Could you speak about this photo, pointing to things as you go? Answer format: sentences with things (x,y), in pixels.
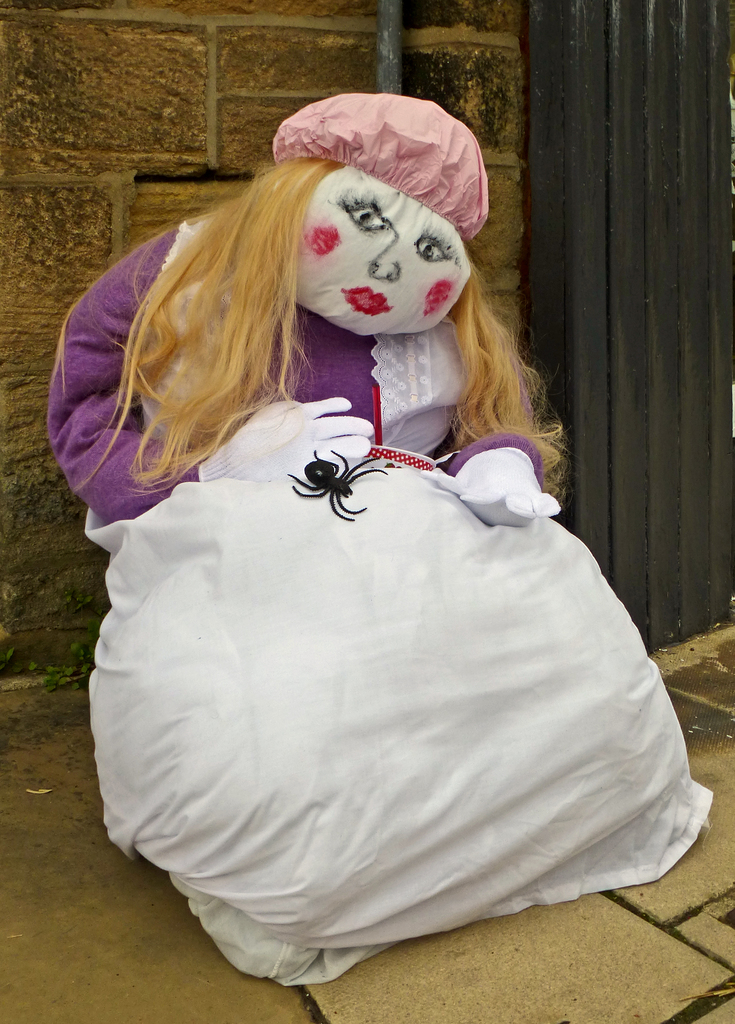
There is a toy (143,464) wearing hat (352,146) and gloves (314,433). On the toy (315,511) there is a spider (334,511). In the back (255,90) there is a brick wall (109,129).
